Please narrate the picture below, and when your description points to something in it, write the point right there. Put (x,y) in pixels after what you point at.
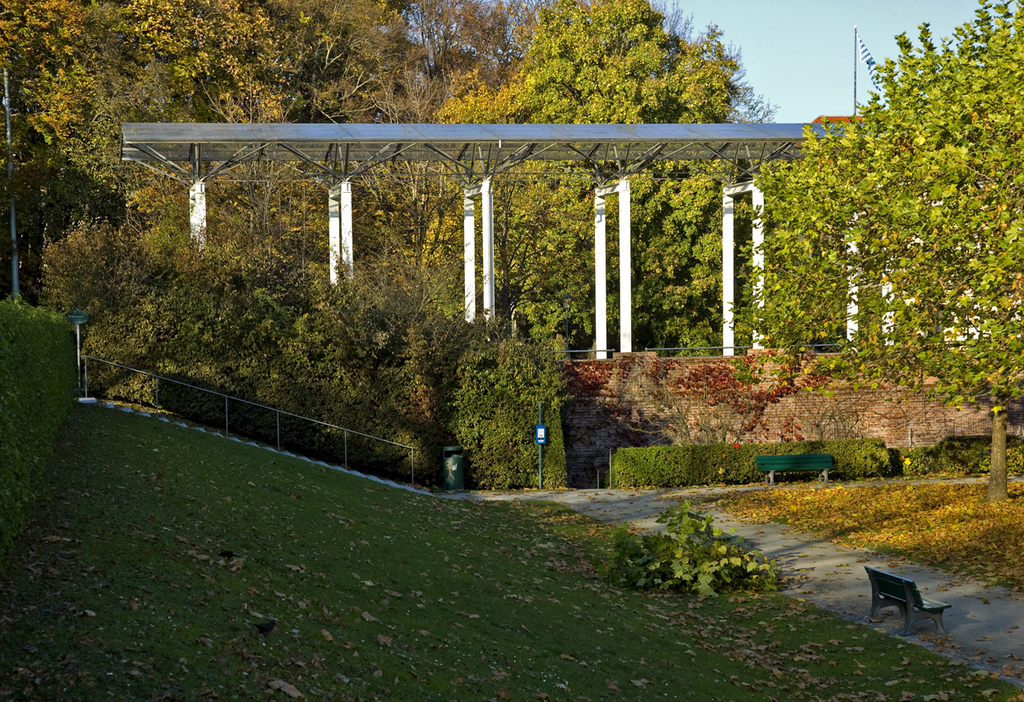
In the foreground of the image (885,620) we can see benches (886,595) placed on the ground (885,635), group of plants (732,576). In the center of the image (342,466) we can see a staircase (388,483), railing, trash bin (446,460) placed on the ground (550,498), sign boards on poles (76,375). In the background (860,210), we can see a shed (194,225), group of trees (901,207), flag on a pole (855,89) and the sky (818,90).
